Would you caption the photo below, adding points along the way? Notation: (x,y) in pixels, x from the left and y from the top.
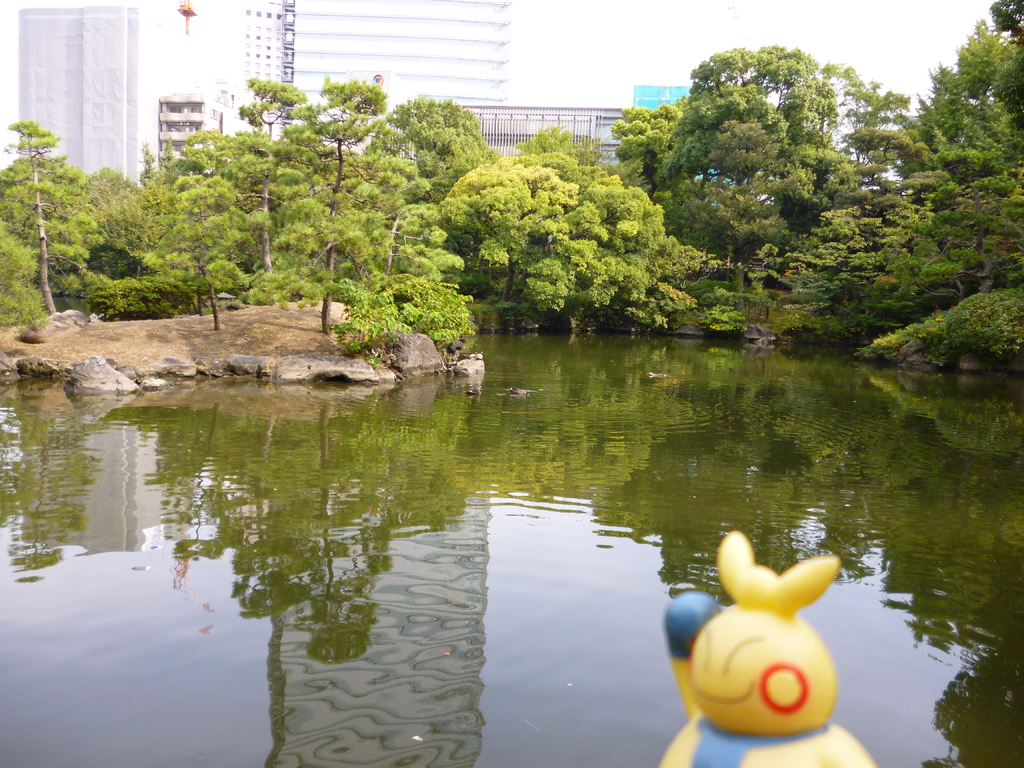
In this image in the front (741,650) there is a doll (737,683). In the center (342,494) there is water (468,447). In the background (600,233) there are trees (317,188), buildings (304,80).
